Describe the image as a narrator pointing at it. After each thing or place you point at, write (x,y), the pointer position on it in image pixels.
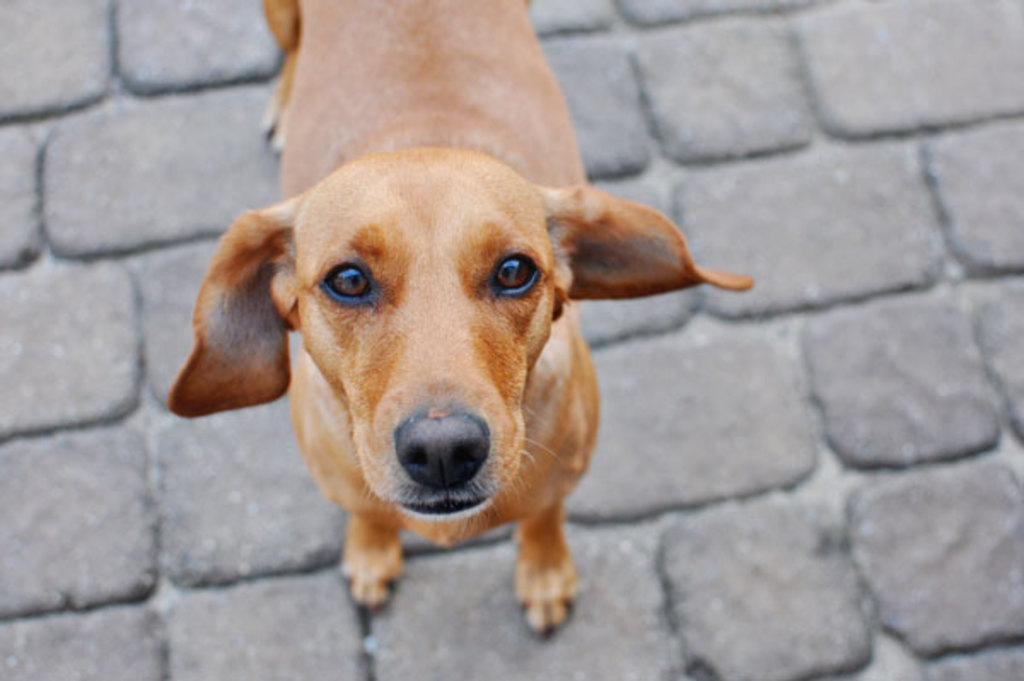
In this image we can see front portion of dog (374,504). and we can see two legs (563,550). and which is on the ground (181,114).
